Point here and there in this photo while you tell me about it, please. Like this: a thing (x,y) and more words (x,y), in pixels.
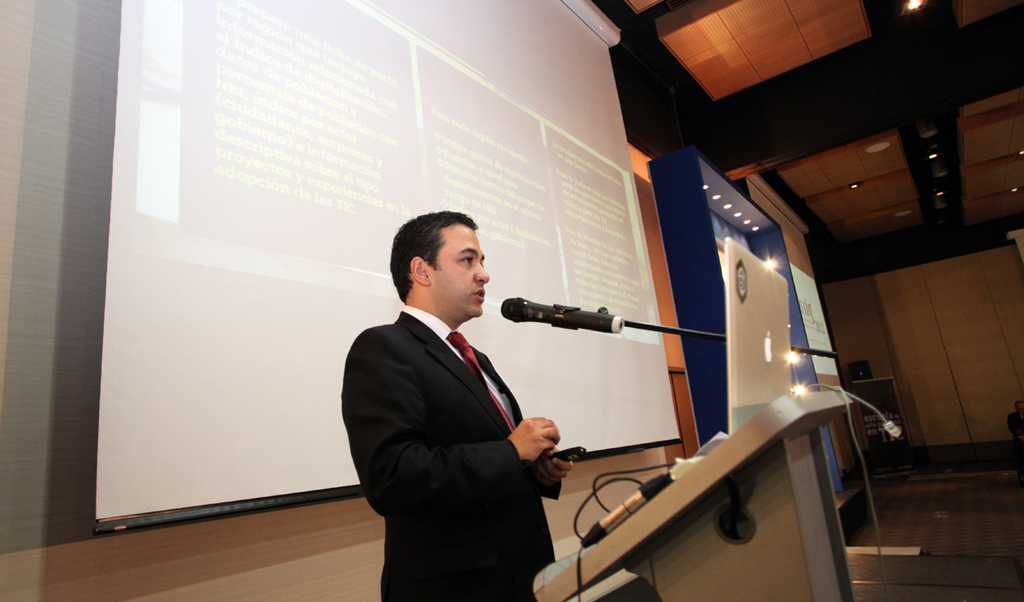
In the center of the image (411,365), we can see a man (493,469) standing and holding an object (563,458) in front of podium (686,518) and we can see a laptop (758,386) on it. In the background (158,183), there is a screen (495,242), mic (618,325) with stand (806,350) and dome lights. At the bottom (946,548), there is floor (940,513).
